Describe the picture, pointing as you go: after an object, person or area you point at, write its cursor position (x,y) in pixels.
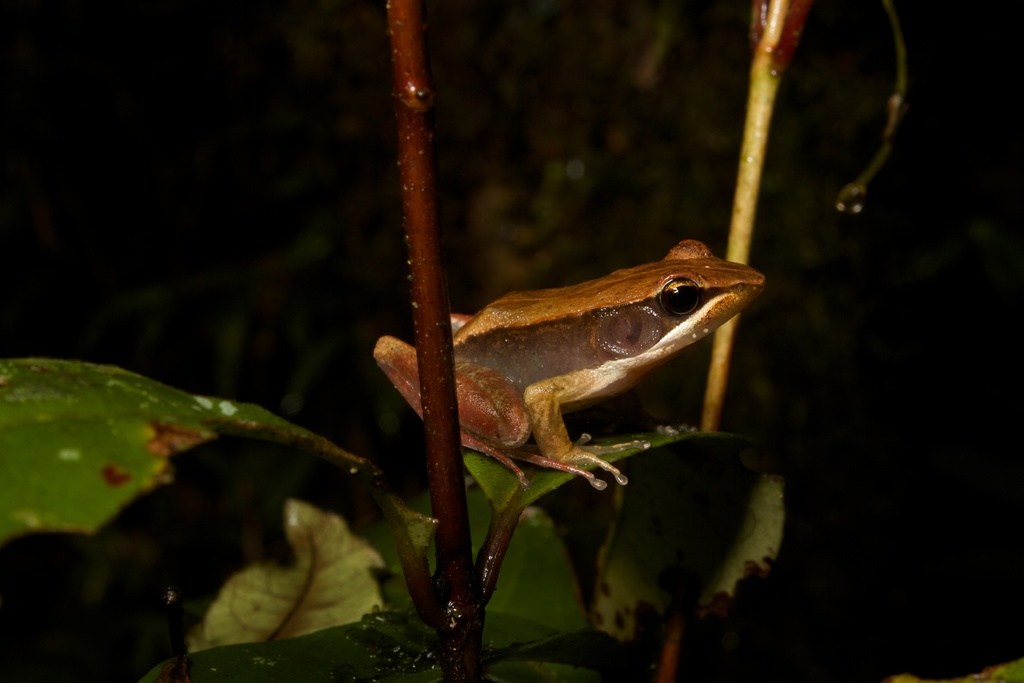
We can see frog (543,362) on green leaf (514,500) and we can see leaves (111,431) and branches (755,163). In the background (704,181) it is dark.
